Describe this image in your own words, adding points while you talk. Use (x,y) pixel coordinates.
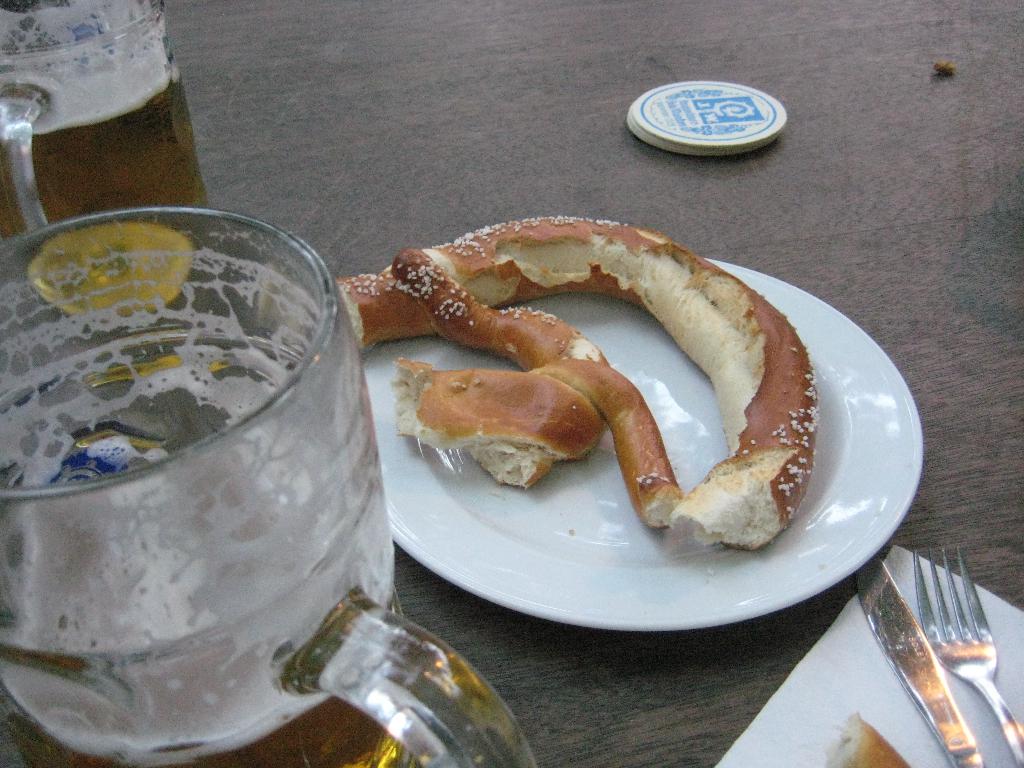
In this image we can see a plate (680,614) with the food item (543,344) and there are two glasses (160,15) and we can see some other objects (802,740) on the table (883,168).
